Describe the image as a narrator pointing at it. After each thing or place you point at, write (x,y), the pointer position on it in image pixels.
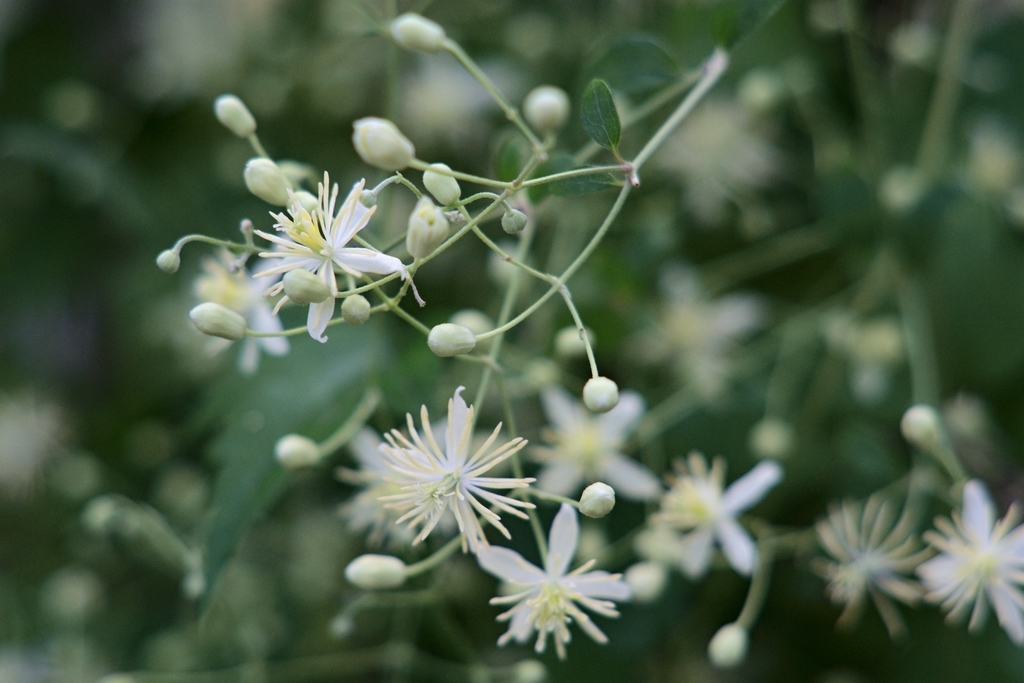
These are the white color flowers (498,464) and there are buds (380,145).
